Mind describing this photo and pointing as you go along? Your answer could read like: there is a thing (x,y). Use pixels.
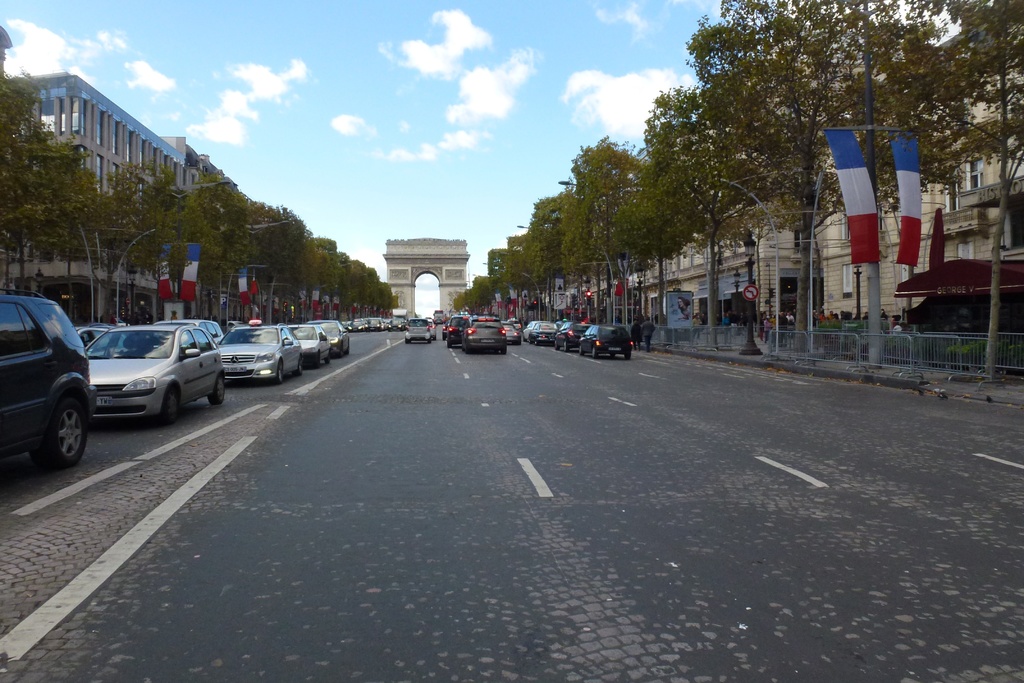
In this picture we can see cars (182,349) on the road (631,484), trees (298,248), flags (163,284), fences (708,345), buildings (887,281), poles (749,268), posters (672,299), arch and a group of people (769,317) and some objects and in the background (267,183) we can see the sky (317,113) with clouds (453,49).
